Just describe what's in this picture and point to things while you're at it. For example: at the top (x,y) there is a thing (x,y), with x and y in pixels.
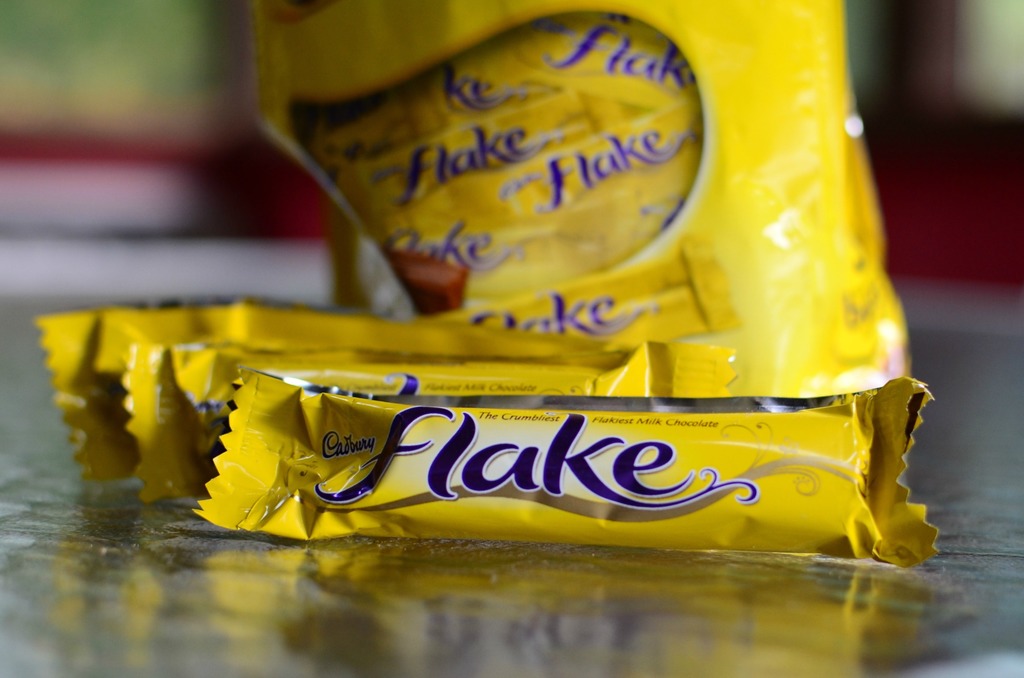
In this image I can see the chocolates (391,388) on the floor (450,610).
